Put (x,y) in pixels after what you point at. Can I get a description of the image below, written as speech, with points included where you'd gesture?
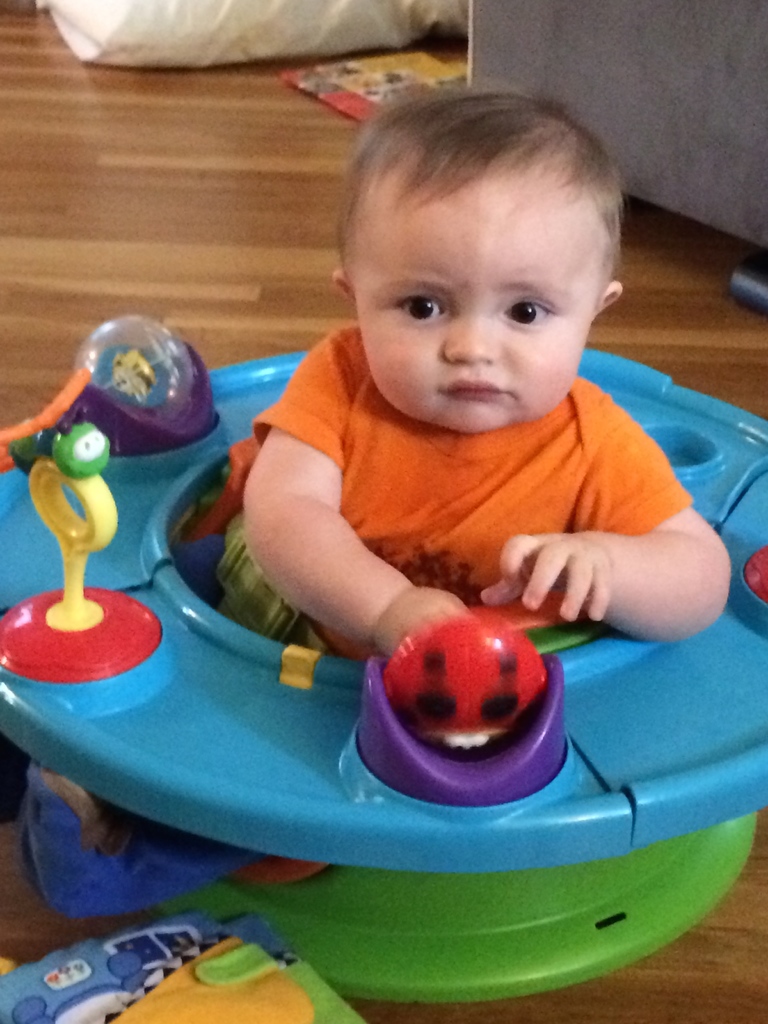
In this image I can see a child (471,351) wearing orange colored dress (450,465) is sitting in a toy (456,934) which is blue, red, yellow, green, black and violet in color. I can see the brown colored floor (172,215) and a white colored object (159,24), a toy (207,947) and few other objects (373,63) on the floor (682,230).
